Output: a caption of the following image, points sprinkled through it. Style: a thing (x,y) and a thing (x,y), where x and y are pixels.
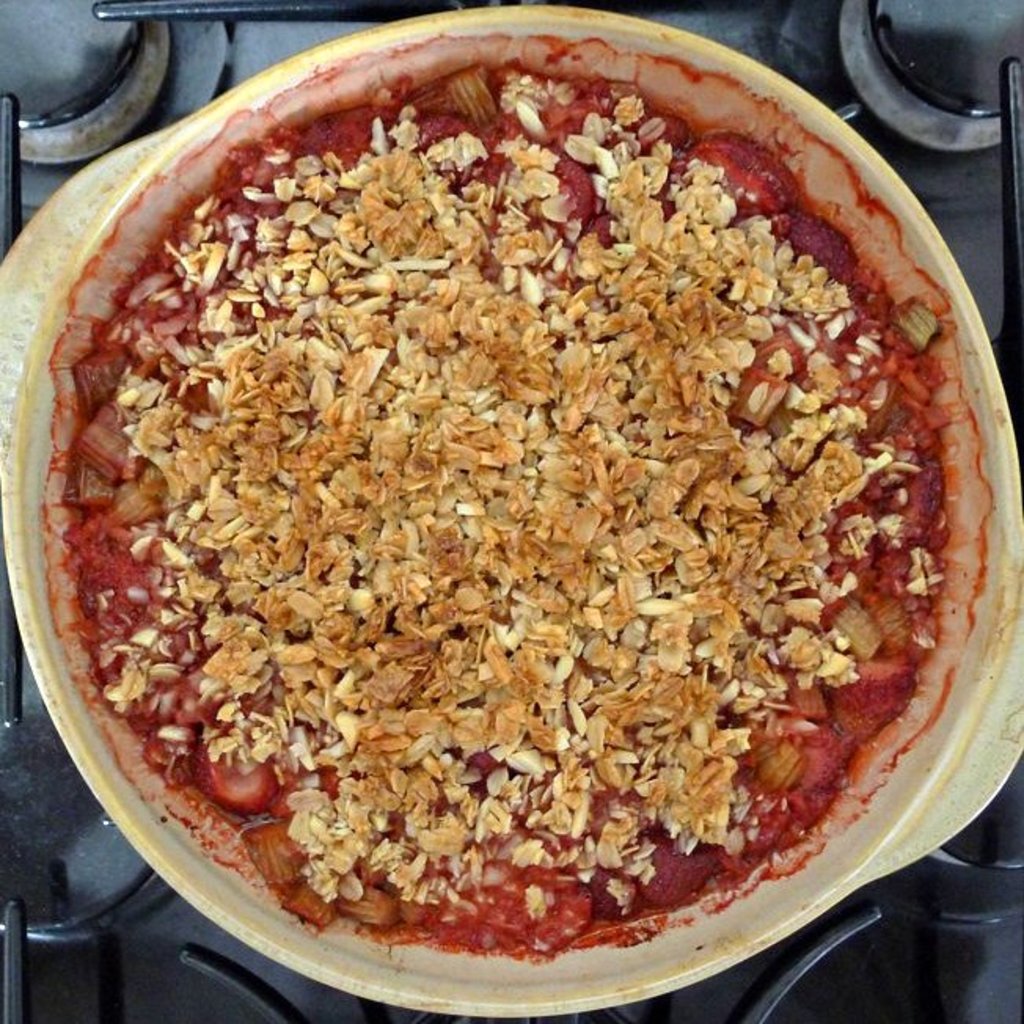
In this image, we can see food (540,416) in the container (838,147) and in the background (71,36), there is a stand (761,32).
